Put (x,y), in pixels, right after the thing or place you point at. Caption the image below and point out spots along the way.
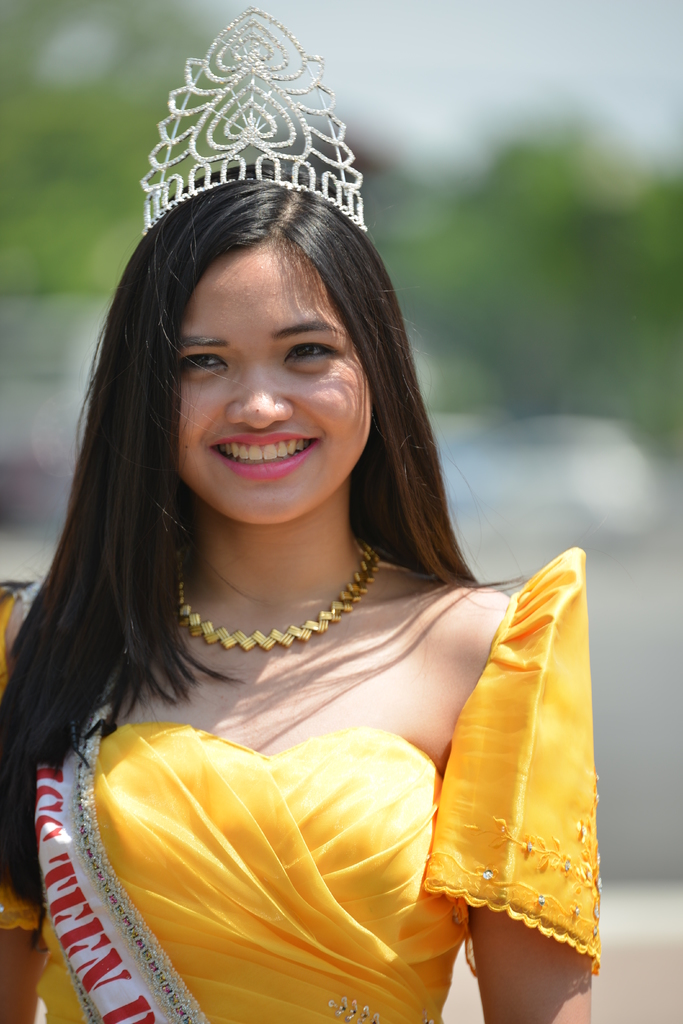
In this image, we can see a woman (342,822) is smiling and wearing a crown (299,185) on her head (259,195). She wore a sash (128,1000). Background (646,56) we can see the blur view.
